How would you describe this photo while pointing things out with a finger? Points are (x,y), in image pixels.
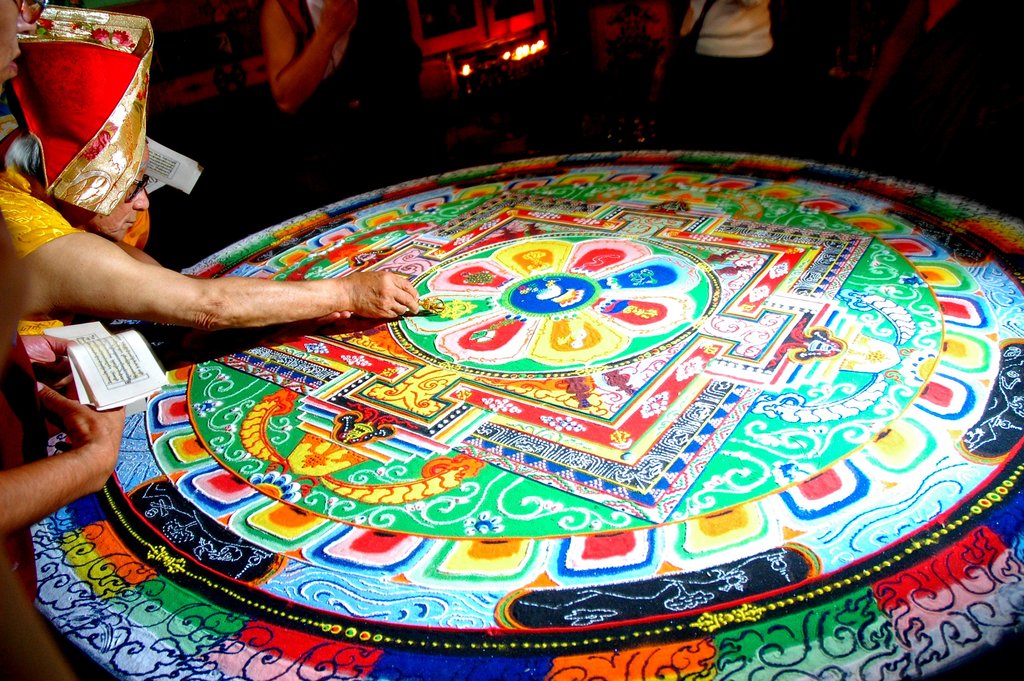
In the image in the center (491,282), we can see one table (457,318). On the table (457,318), we can see some paint work (652,392). In the background (329,58) there is a wall (166,87), lights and few people (895,37) are standing and holding some objects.
